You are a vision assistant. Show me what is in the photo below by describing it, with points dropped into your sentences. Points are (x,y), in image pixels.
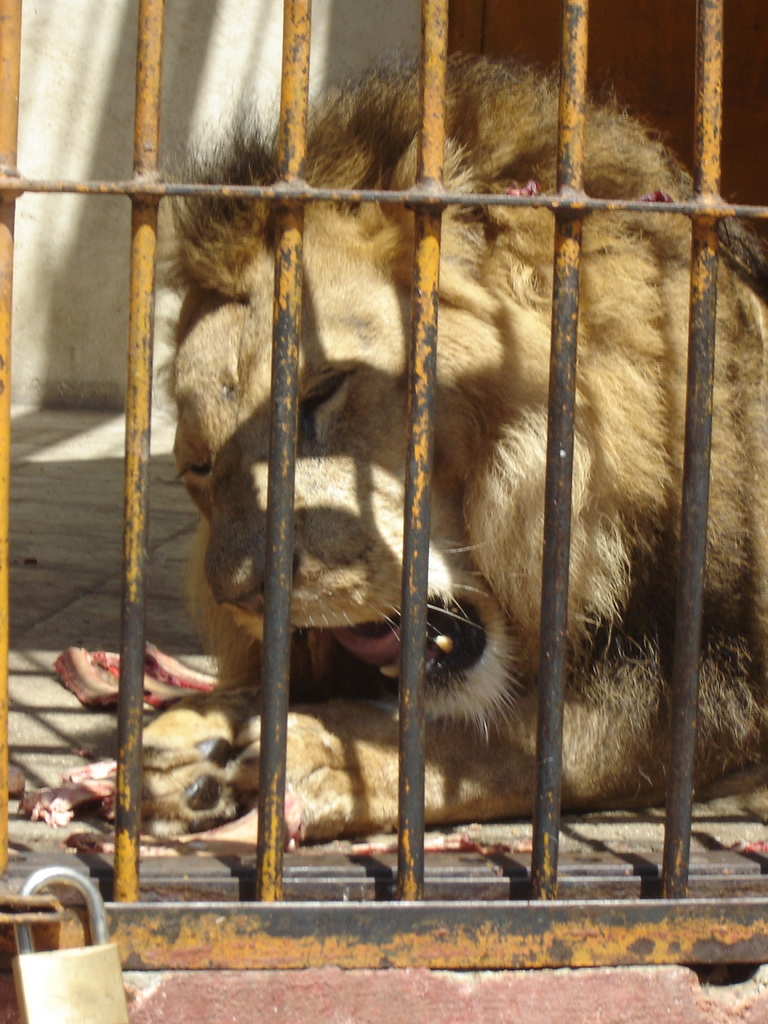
In this image I can see the cage (39,938) and the lock (57,982). Inside the cage (39,938) I can see the lion (384,524) which is in brown color.
